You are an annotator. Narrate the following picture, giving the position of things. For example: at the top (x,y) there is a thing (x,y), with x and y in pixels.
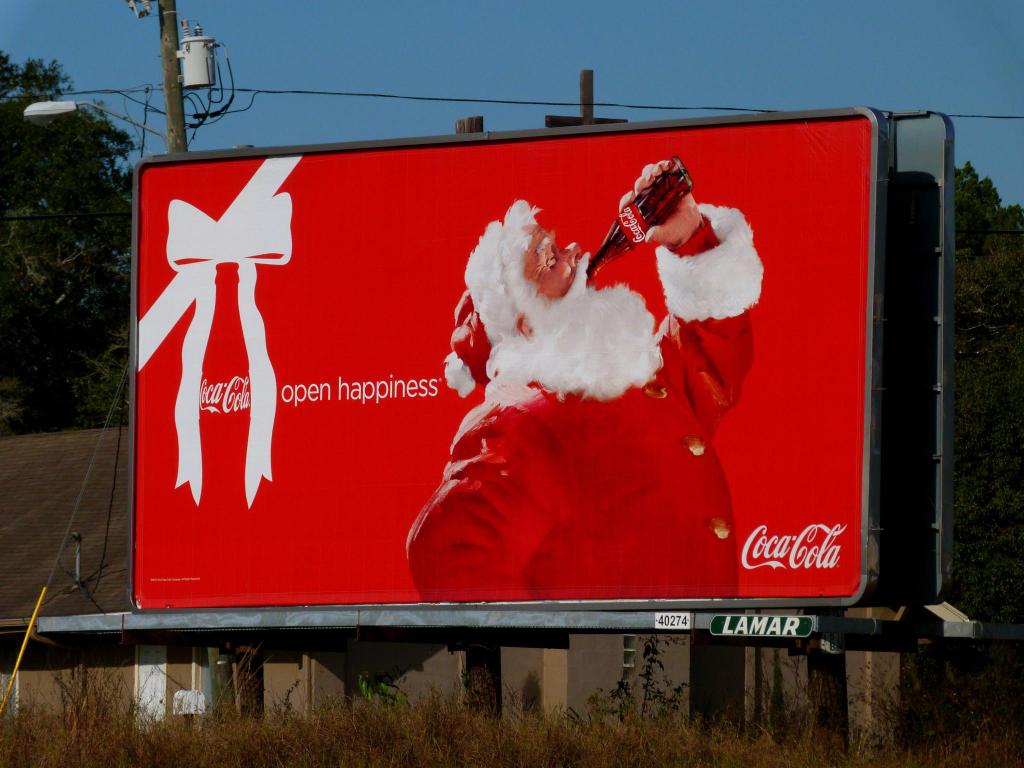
In this image, there is an outside view. There is a hoarding (888,566) in the middle of the image (524,437). There are some trees (99,329) on the left (62,319) and on the right side of the image (966,406). There is a pole (165,67) in the top left of the image (166,67). There is a sky (531,58) at the top of the image (529,91).
